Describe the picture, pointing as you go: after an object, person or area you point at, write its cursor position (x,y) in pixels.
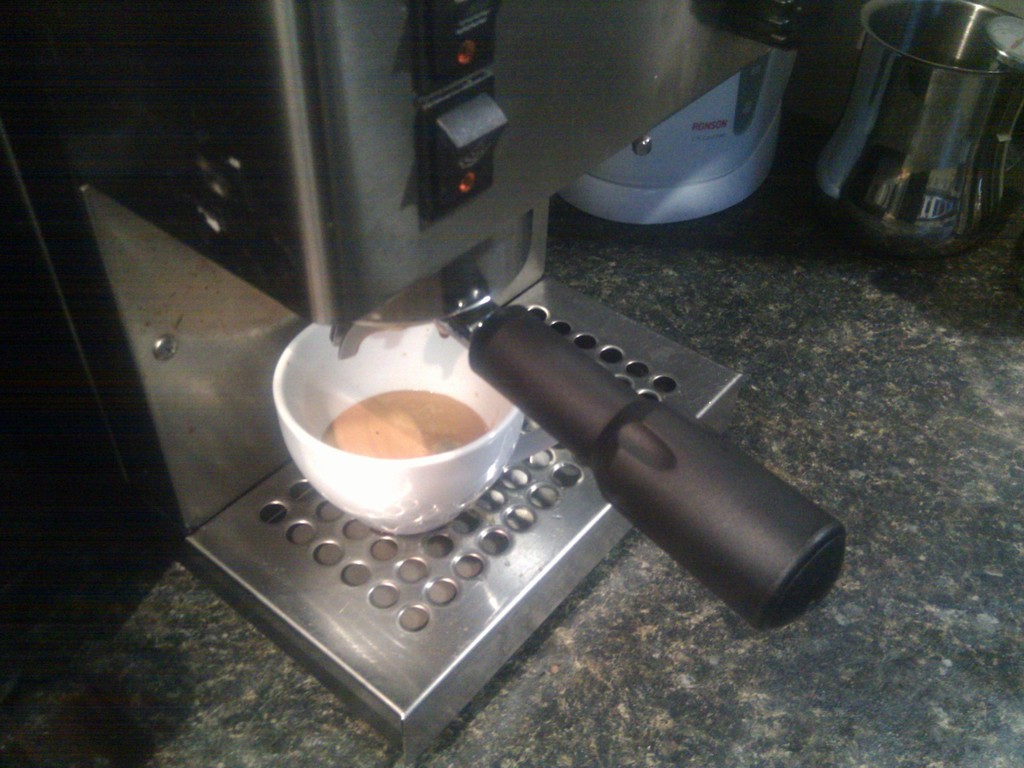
In this image there is a coffee machine (525,419) and a cup (510,407), beside that there is a steel glass (858,129) and other object (714,194) on the surface (713,671).
